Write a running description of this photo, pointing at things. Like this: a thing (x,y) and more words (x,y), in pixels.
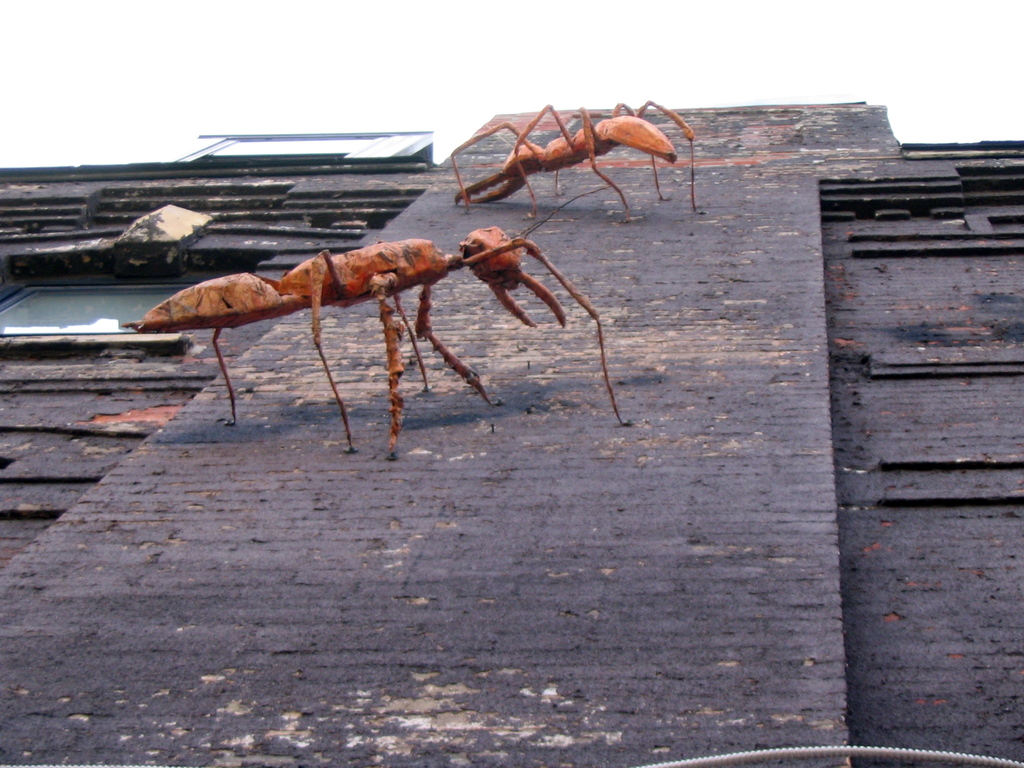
In this picture I can observe two ants (388,344). These are in red color. These are on the brown color surface (357,397). In the background (655,42) there is a sky (481,116).
